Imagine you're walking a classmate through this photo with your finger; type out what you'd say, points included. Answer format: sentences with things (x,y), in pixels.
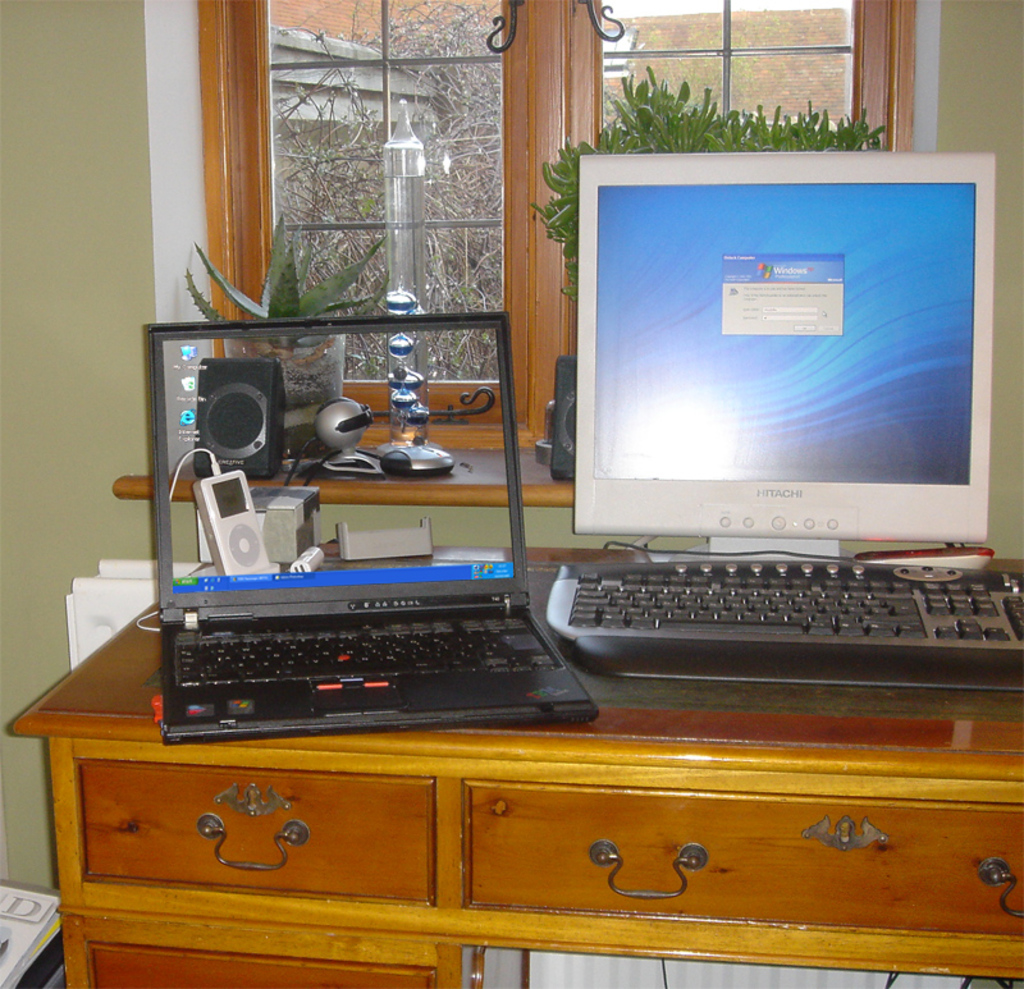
This picture shows a laptop (582,697) and a desktop computer (621,316) on the table (116,986), and we see a couple of plants (657,116) on back of them.
